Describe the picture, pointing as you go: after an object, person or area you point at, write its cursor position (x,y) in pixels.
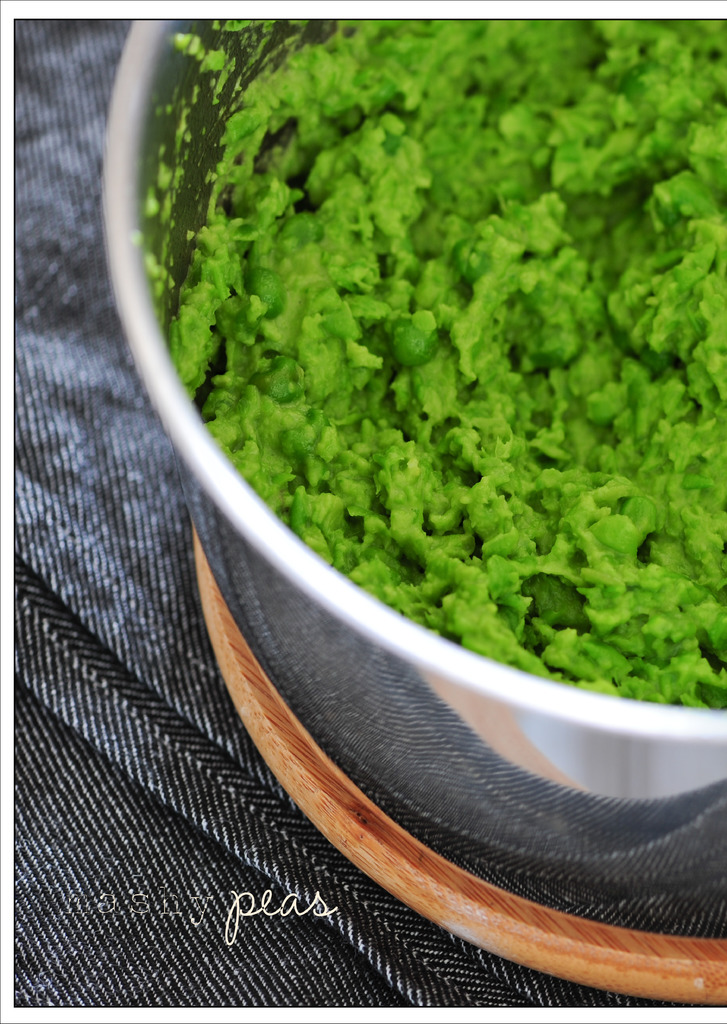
In this image we can see a food item (510,606) in a bowl (351,668). At the bottom of the image (211,949), we can see a cloth (401,947), wooden object (580,925) and a watermark (236,896).
